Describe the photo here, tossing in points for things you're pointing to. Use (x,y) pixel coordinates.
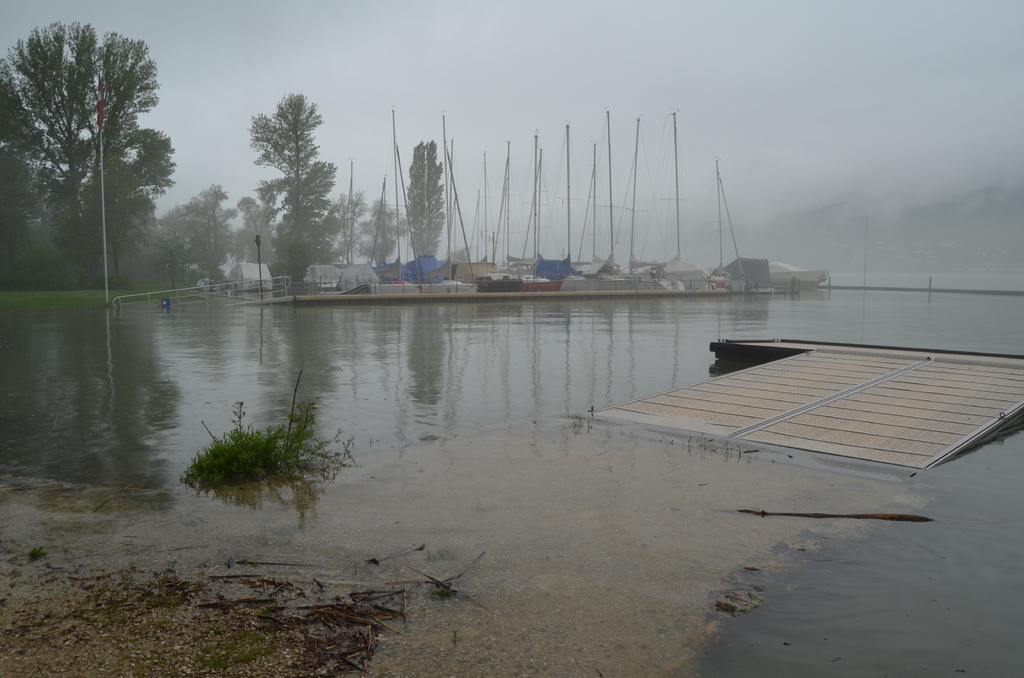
In this image I can see water (458,459) and in background (401,293) I can see number of boats (502,286), poles (509,175) and trees (53,180).
